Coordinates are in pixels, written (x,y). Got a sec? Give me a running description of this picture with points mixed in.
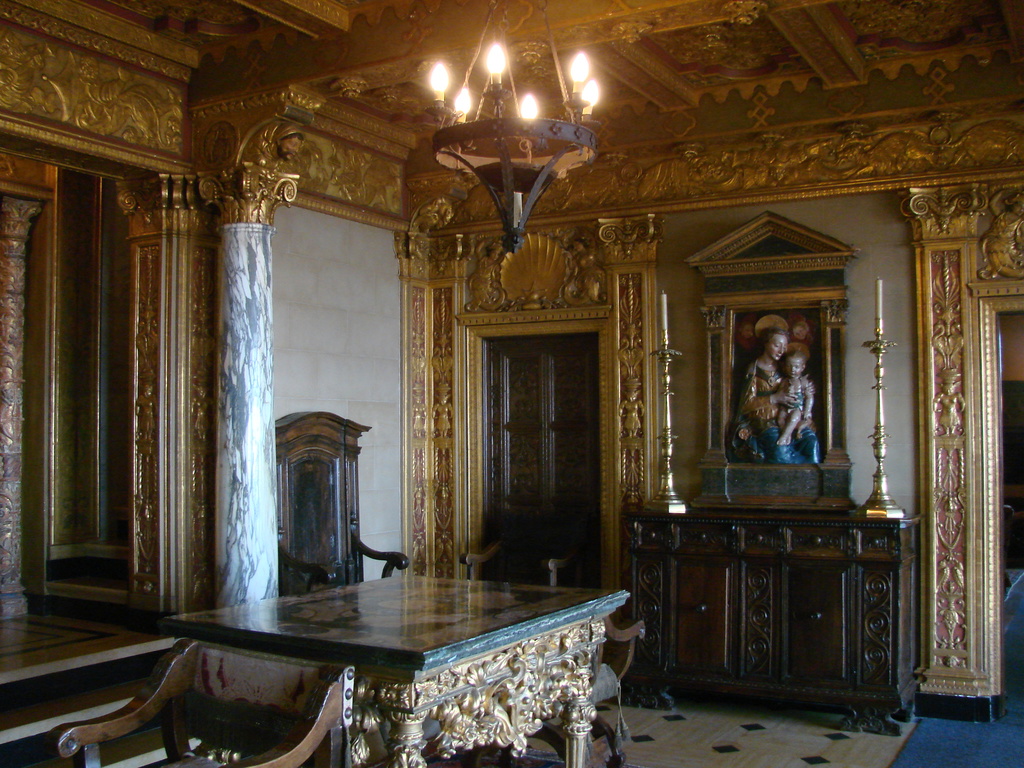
This is a picture of inside of the building (527,290), in this image there is a table (568,635) and chairs (314,688). And in the center (514,434) there is a door (581,392), candles (663,312) and some stands (669,374) and there are statues (782,340), wall (704,339), pillars (262,475), chair (464,558). And at the bottom (674,745) there is floor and carpet (963,721), at the top (520,88) there is ceiling (878,88) and there are lights (498,55) and chandelier (502,137).
